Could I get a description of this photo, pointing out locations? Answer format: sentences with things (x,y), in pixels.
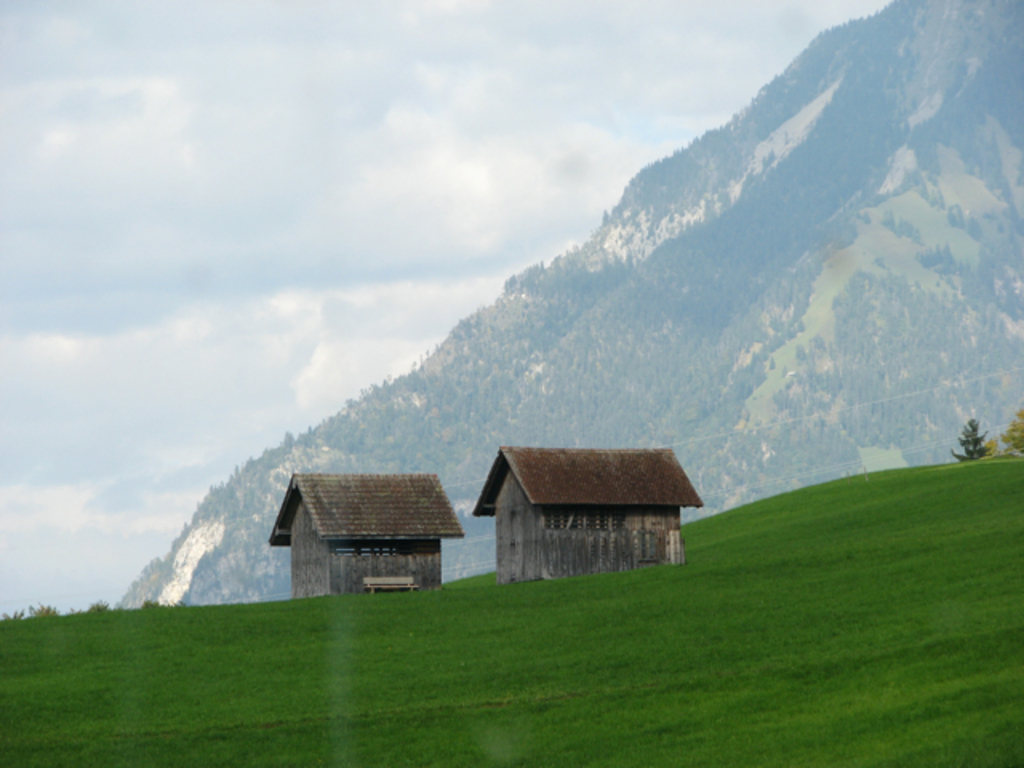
In the picture we can see a grass surface (565,730) on the hill (813,730) with some plants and some wooden houses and behind it, we can see a hill (369,412) with trees (655,193), plants (612,350) and grass surface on it and behind we can see a sky (463,209) with clouds (463,209).
